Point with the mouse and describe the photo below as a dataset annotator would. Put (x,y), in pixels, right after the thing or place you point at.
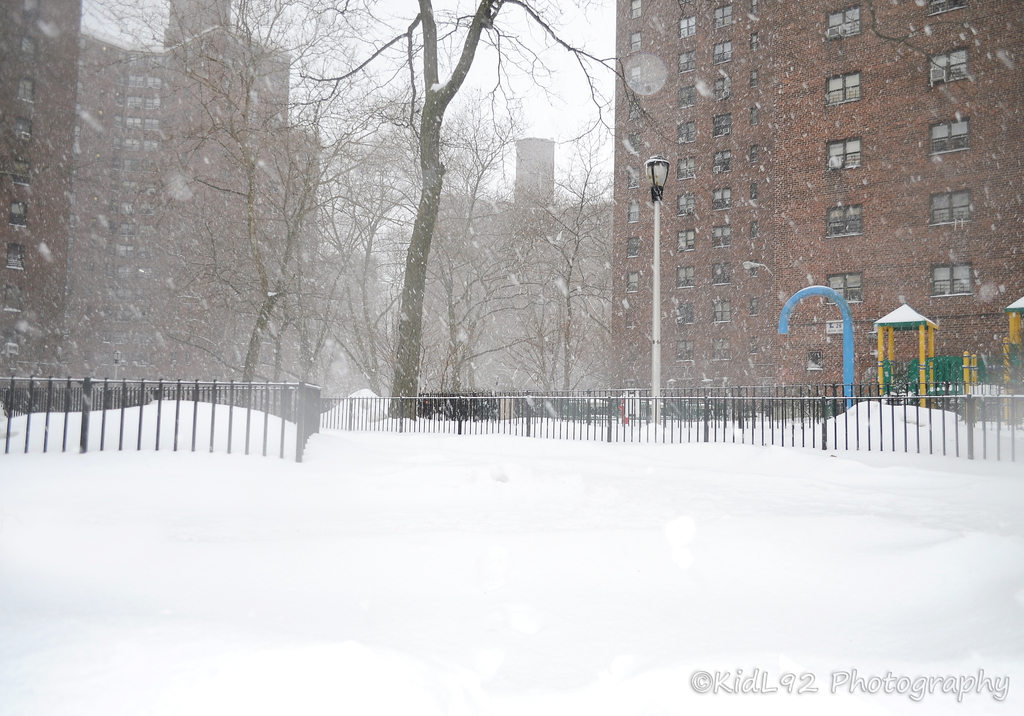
At the bottom (427,485), we can see snow (642,583). Right side (889,678) bottom, there is a watermark (824,680) in the image. In the middle of the image (530,424), we can see grills (141,393), trees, poles (659,279), buildings (763,298) with walls (641,304) and windows (819,360). Background (567,114) there is a sky (564,101). Here there is a street light (656,217). Here we can see snow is falling.
